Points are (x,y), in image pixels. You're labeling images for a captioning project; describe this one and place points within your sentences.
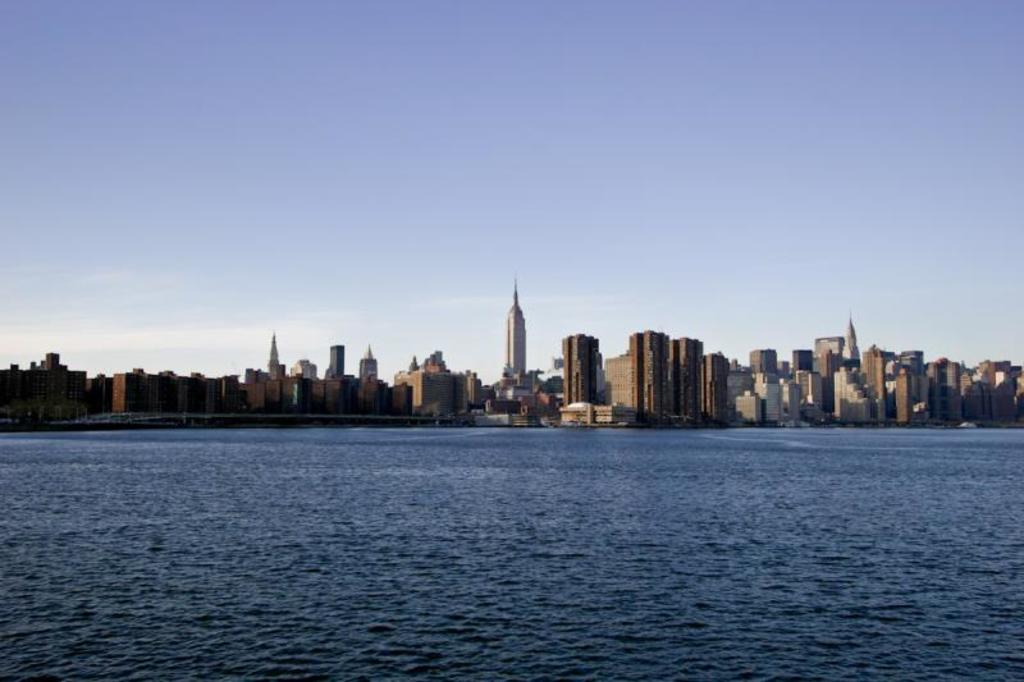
In this picture we can see one river (381,560) and back side, we can see so many buildings (512,411).
